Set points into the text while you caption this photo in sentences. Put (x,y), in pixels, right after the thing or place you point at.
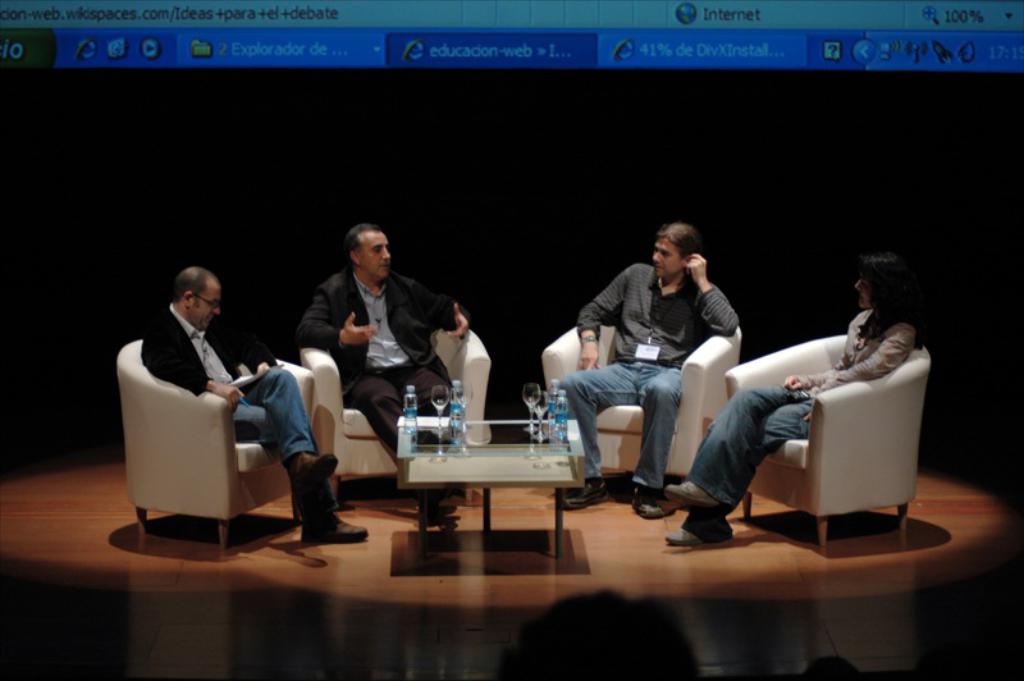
Here we can see a four people (332,454) who are sitting on a chair (846,397). They are having a conversation. This is a glass table (502,463) where a glass (445,391) and a bottle (553,428) are kept on it. In the background (274,19) we can see a screen (578,12).
